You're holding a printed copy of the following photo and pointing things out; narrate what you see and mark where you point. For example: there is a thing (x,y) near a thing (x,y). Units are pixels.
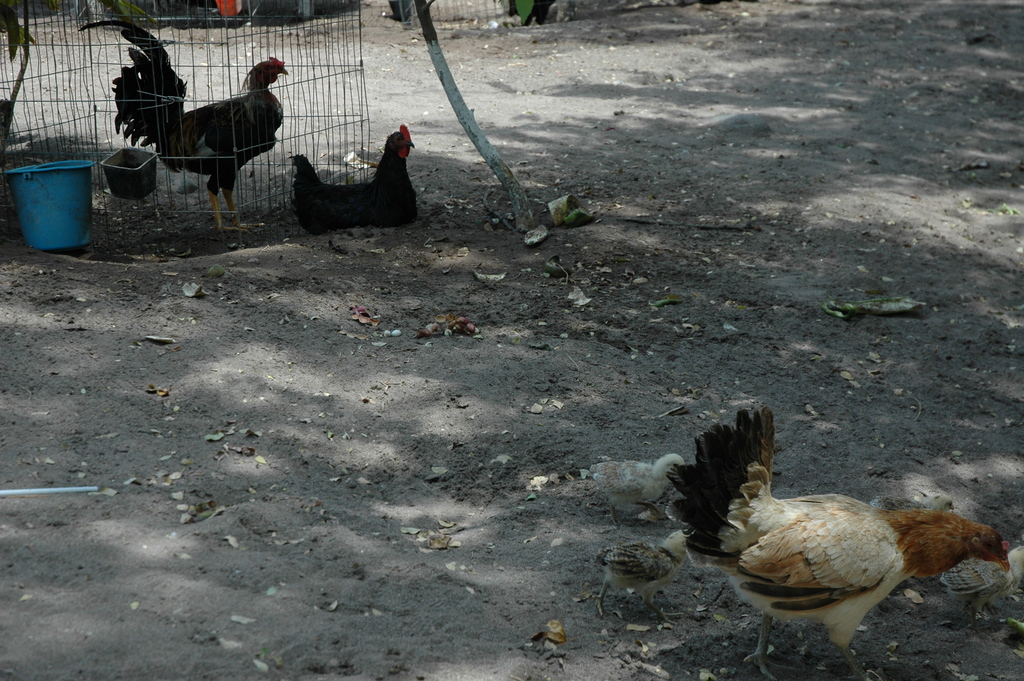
In this image I can see the ground (447,434), few leaves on the ground (414,429) and few hens (308,187) which are black, cream and brown in color. I can see a metal cage (292,213), a blue colored bucket (66,194), a tree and few other objects (413,14).
